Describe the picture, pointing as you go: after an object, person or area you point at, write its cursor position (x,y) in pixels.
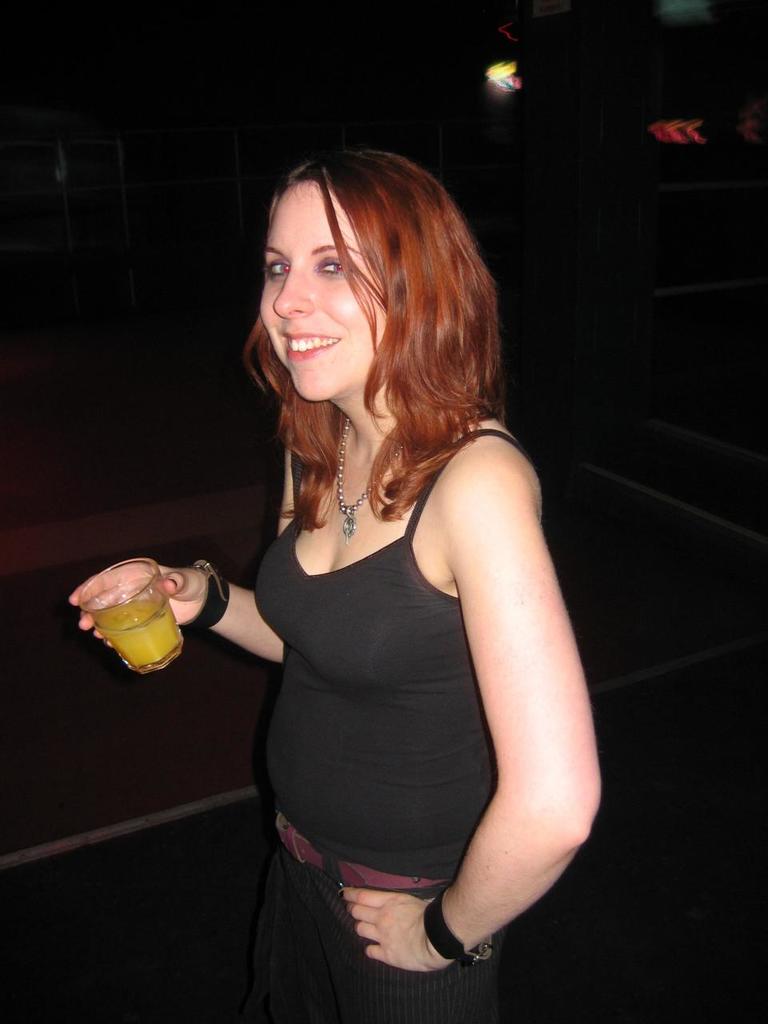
In this image I can see a woman (412,622) wearing black dress (359,763) is standing and holding a glass (156,582) in her hand (170,591). I can see the black colored background (676,216).
